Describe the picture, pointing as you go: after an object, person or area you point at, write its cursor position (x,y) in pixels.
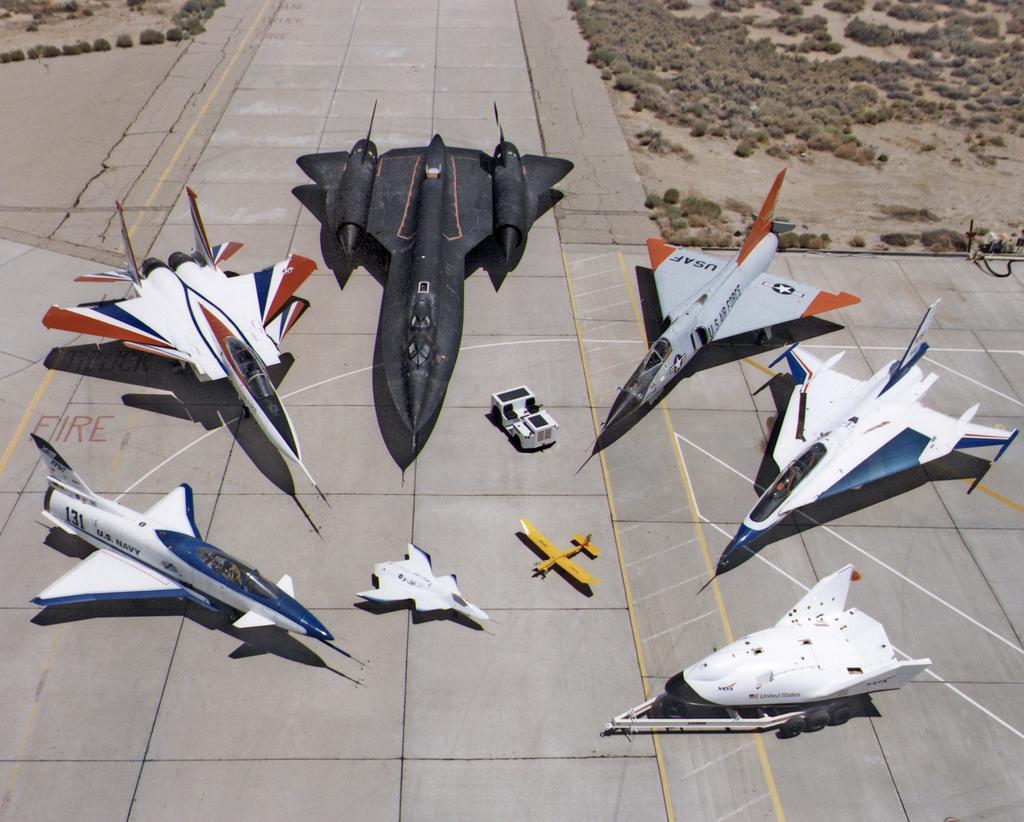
In the center of the image (640,400) we can see jet flights (786,656). At the bottom (463,673) there is a runway (588,605). In the background (782,132) there are bushes (678,88).
